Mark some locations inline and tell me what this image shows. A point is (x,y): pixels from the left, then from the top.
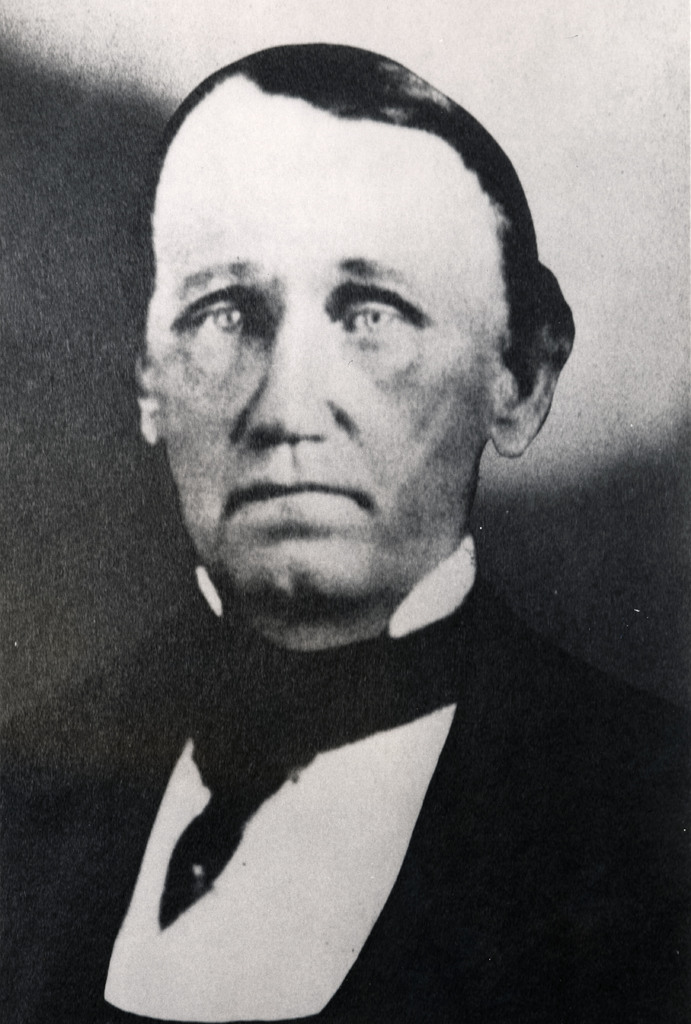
This is a black and white picture and in this picture we can see a man (184,666).
